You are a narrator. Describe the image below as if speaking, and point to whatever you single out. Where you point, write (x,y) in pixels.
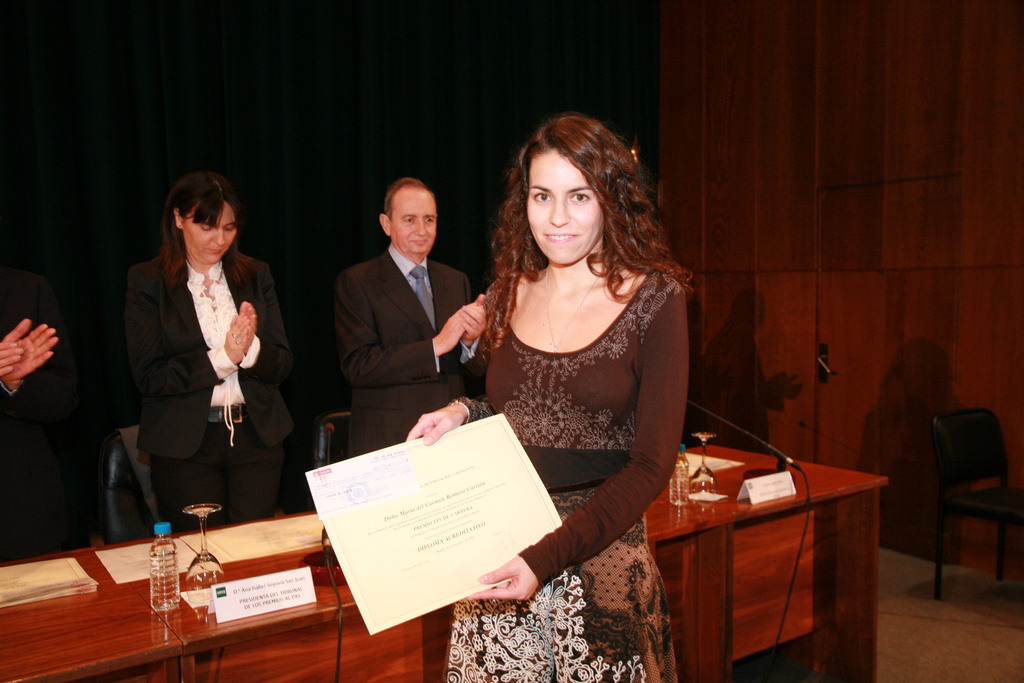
In this image there is a lady (573,553) standing on a floor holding a certificate (516,506) in her hand (531,571), in the background (128,657) there is a table (716,536) on that table (819,509) there are bottles (160,584), glasses (216,571), papers (60,588), behind the table (830,502) there are people (235,418) standing and there are chairs (126,480), in the background (353,88) it is dark.
